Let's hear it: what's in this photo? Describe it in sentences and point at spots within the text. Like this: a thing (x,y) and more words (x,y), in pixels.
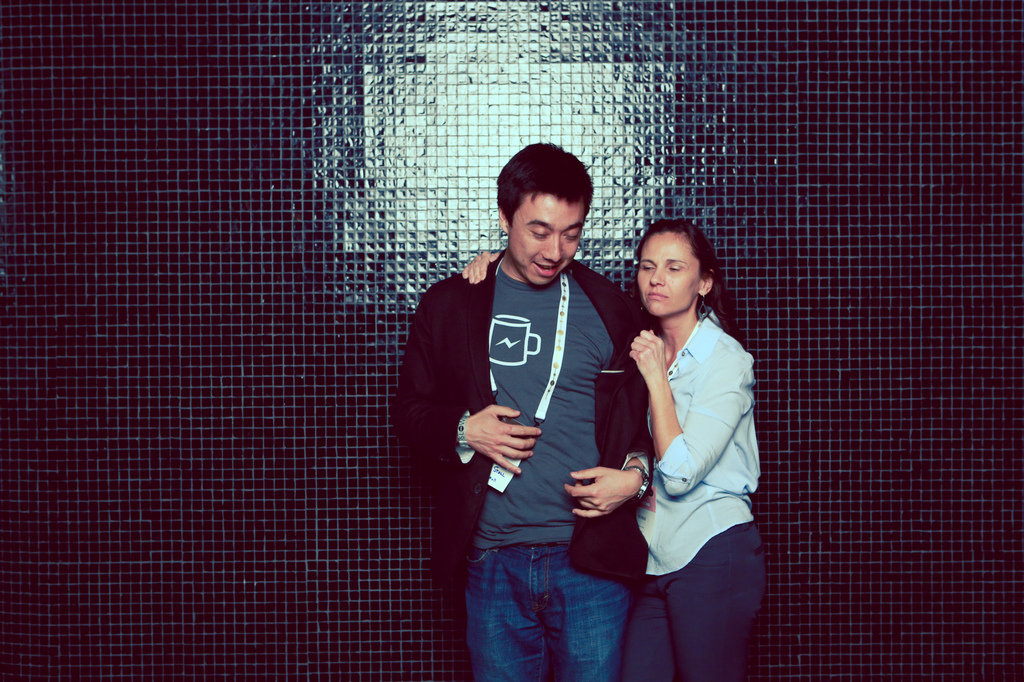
In this image we can see two persons (502,408), one man (644,400) and one woman (672,462). Man (498,273) holds id card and wears watch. Backside of the two persons (453,314) one big wall (894,387) is there.
